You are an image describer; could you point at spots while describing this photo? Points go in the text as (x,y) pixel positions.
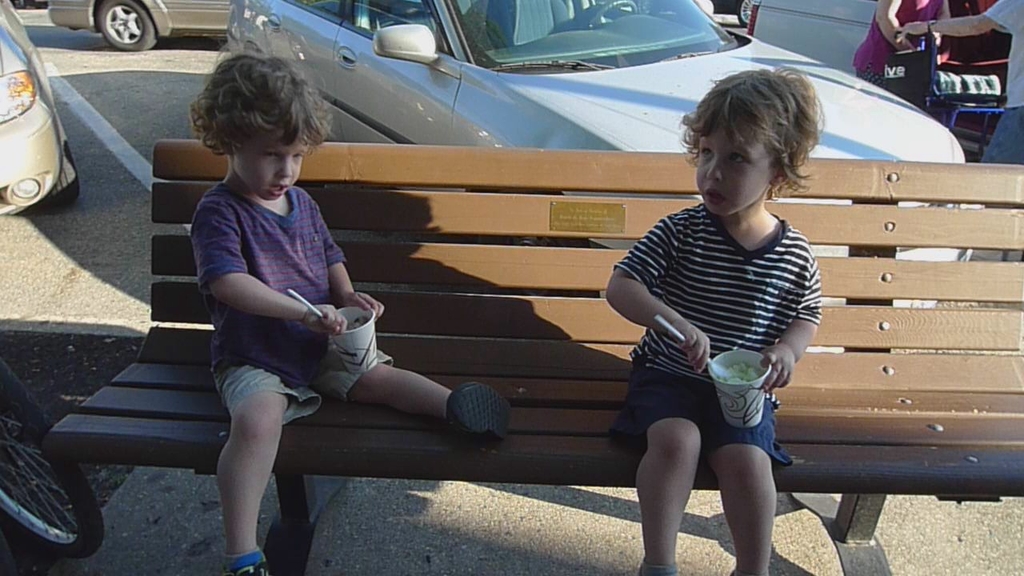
In the foreground of the picture (457,228) there are two kids (784,379) eating, they are sitting on a bench (515,361). On the left (27,495) there is a bicycle tyre (44,487). In the background (486,37) there are cars (592,68) and a woman (899,34) carrying cart (984,85).
